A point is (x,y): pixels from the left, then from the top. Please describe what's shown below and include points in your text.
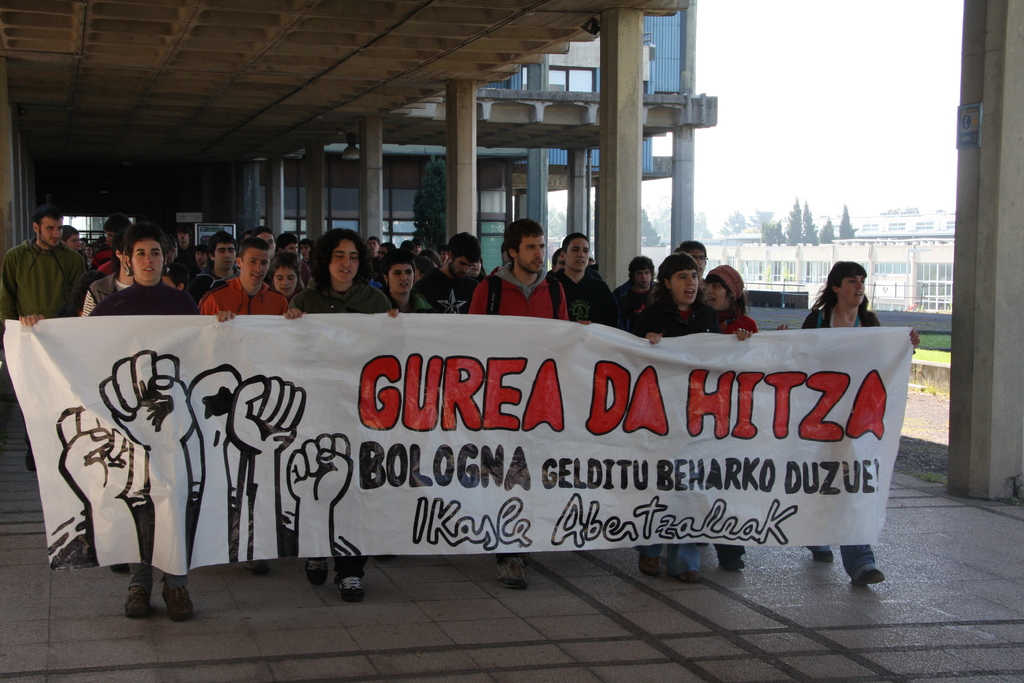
There are several persons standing and holding a banner (627,484) which has some thing written on it and there are few other persons (292,235) standing behind them and there are trees (832,236) and buildings (830,257) in the right corner (841,223).
